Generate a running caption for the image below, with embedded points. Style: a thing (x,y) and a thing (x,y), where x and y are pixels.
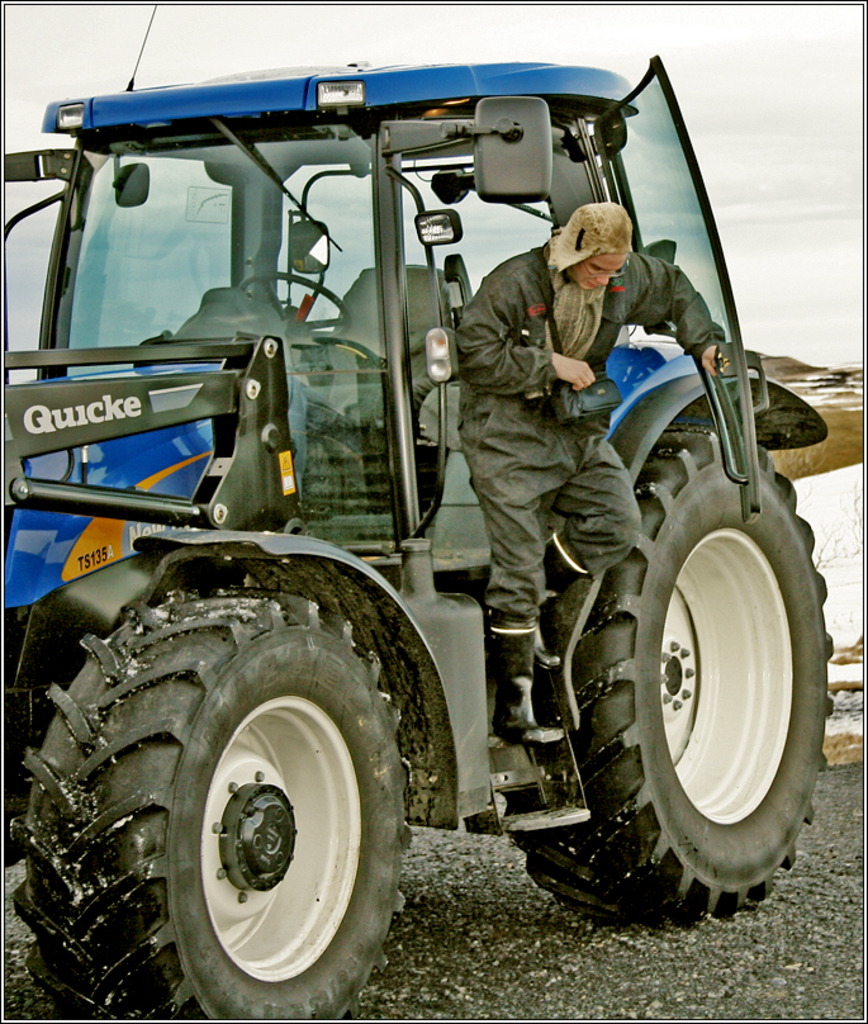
In the center of the image (434,372), we can see a person (520,687) on the vehicle (535,681) and at the bottom (571,961), there is road (688,972).
